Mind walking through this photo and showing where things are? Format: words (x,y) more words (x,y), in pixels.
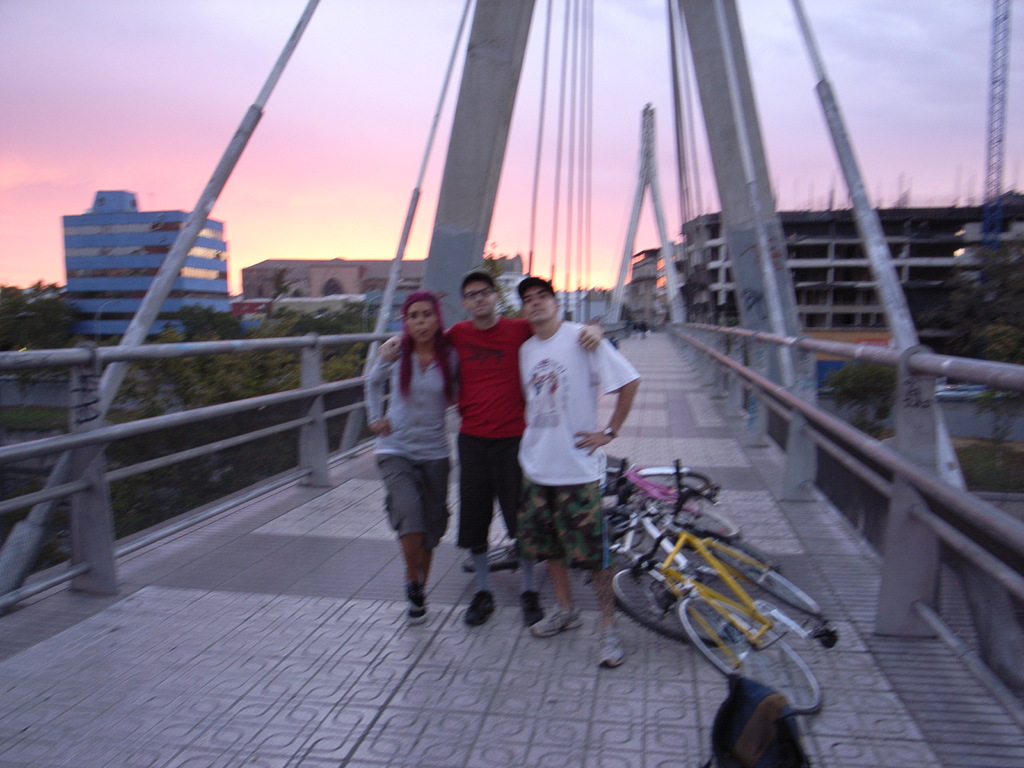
In this picture I can see few people (440,438) are standing on the bridge (731,480), side there are few bicycles (672,515) placed, behind there are some buildings (225,309) and trees (204,322).
